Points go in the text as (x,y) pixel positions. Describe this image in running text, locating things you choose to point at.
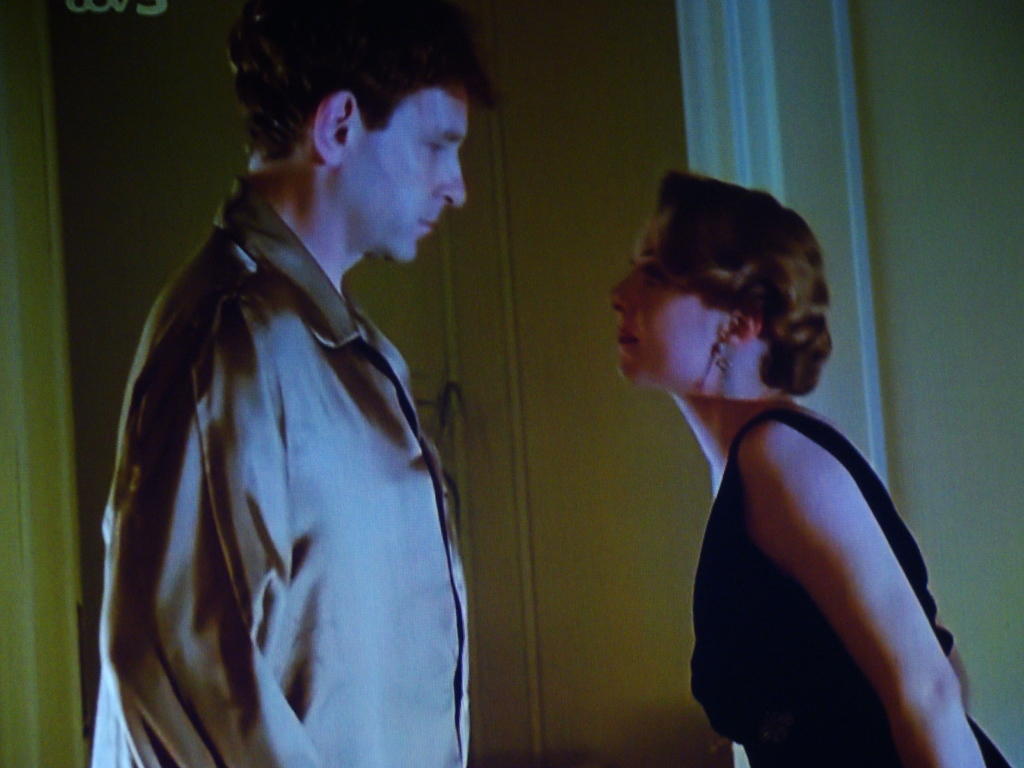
This picture shows two people (233,29) one person (233,29) is a man (388,753) standing and other person (993,766) is a woman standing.
